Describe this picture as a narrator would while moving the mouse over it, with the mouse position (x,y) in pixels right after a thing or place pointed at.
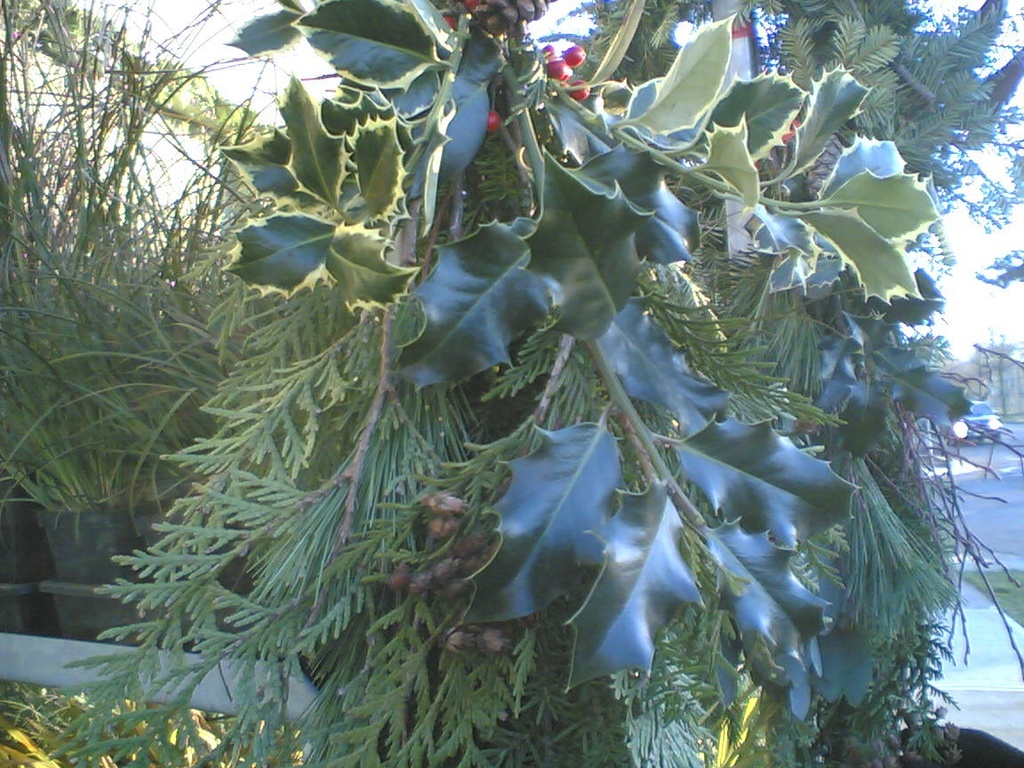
In this image I can see a tree (532,426) which is green in color and to it I can see few fruits (552,50) which are red and black in color. In the background (1004,545) I can see the road (967,500), a car (990,404) on the road (979,462), few trees (973,398) and the sky (231,2).
